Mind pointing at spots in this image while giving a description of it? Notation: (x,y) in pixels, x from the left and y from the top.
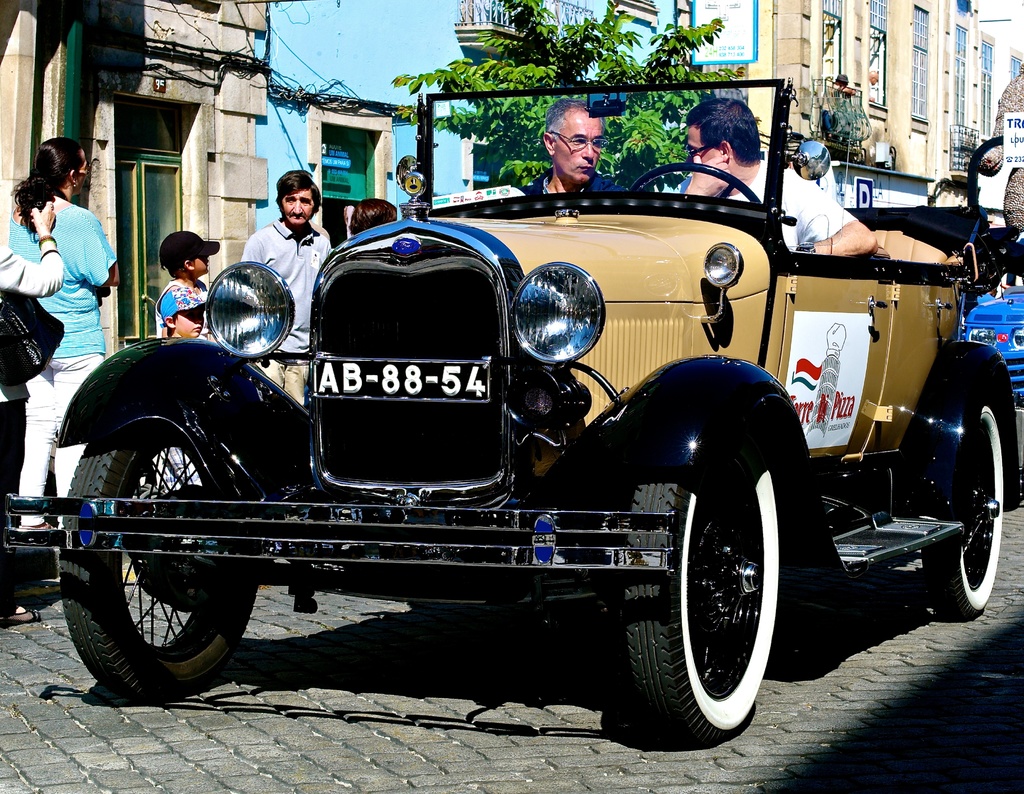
In the image we can see there is a motor car (573,202) on which people (762,198) are sitting and there are people (251,245) standing on the road (446,665) and the back there are building (852,112) and trees (654,150).
